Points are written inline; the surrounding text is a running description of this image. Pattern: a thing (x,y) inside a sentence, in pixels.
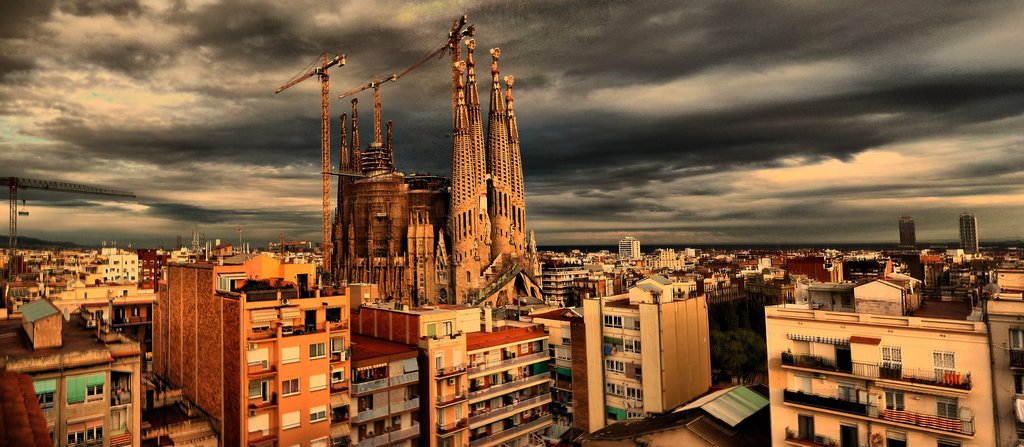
In the center of the image (440,235) we can see buildings (433,213), towers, shed (727,402), trees (738,354), grills (861,365), windows (938,367), wall (697,337) are there. At the top of the image (676,74) clouds (667,217) are present in the sky (648,96).
